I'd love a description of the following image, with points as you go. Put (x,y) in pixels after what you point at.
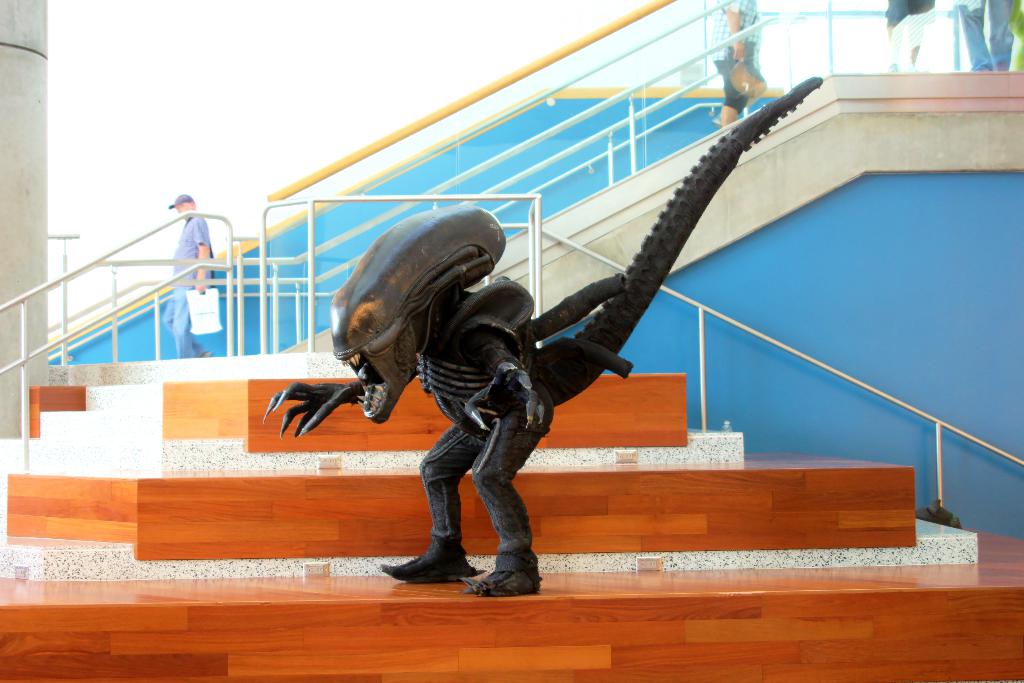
In this picture there is a statue (469,429) in the center (464,400). In the background (317,210) there are persons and there is a staircase (442,136) and on the left side (37,225) there is a pillar (18,208) and the wall (864,292) is blue in colour.
